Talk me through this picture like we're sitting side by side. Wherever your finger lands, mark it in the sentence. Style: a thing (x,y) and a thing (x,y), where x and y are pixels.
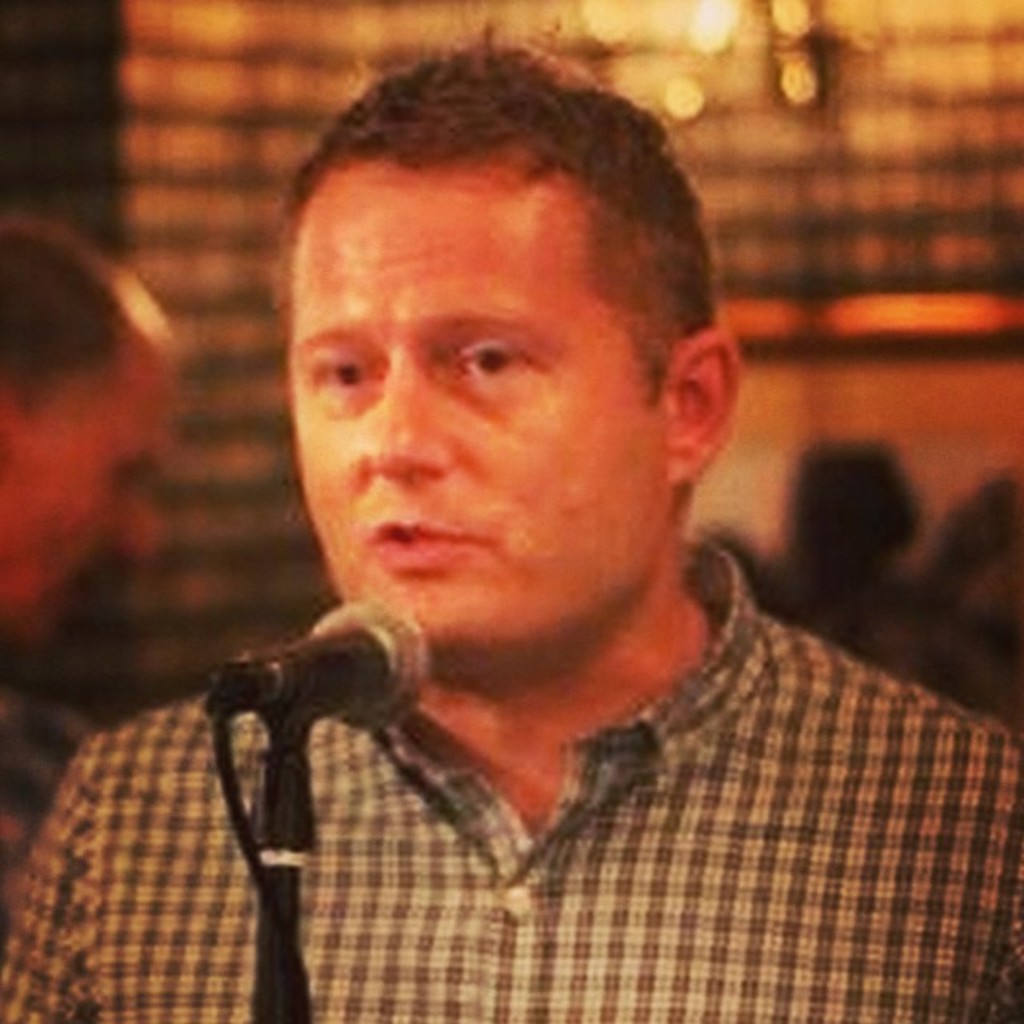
In this image I can see a person (557,670) wearing shirt (620,847) and I can see a microphone (265,674) in front of him. In the background (259,575) I can see few other persons (922,600) and few other objects (793,229).
